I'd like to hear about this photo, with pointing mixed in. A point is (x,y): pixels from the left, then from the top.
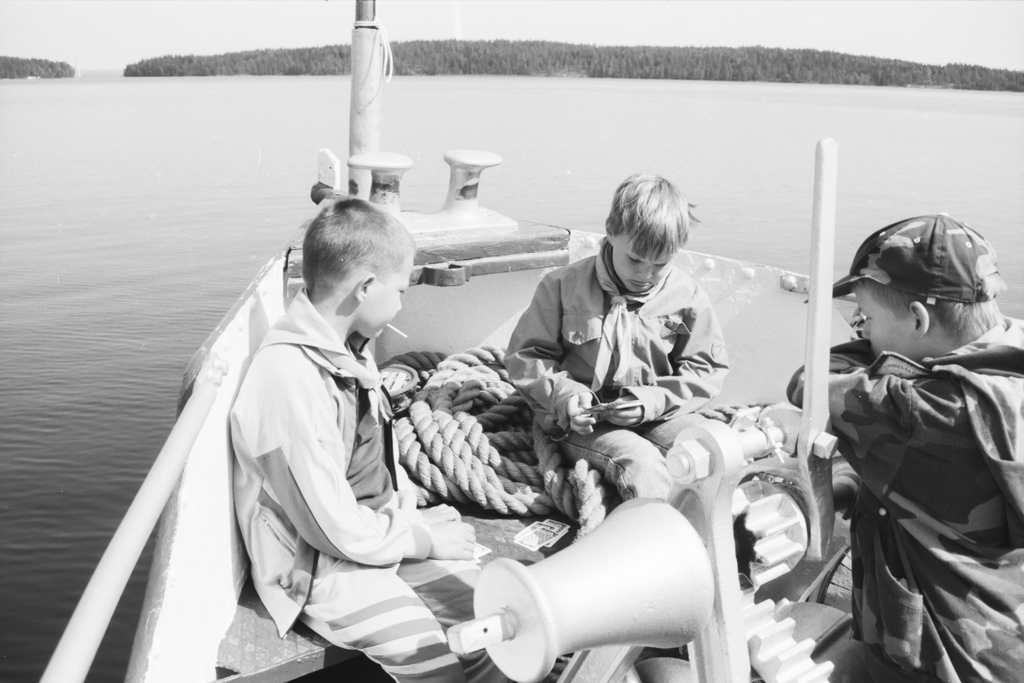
In this image I can see water (219,181) and in it I can see a boat (399,346). I can also see a rope (461,390) and few children (560,408) over here. I can see this image is black and white in colour.
